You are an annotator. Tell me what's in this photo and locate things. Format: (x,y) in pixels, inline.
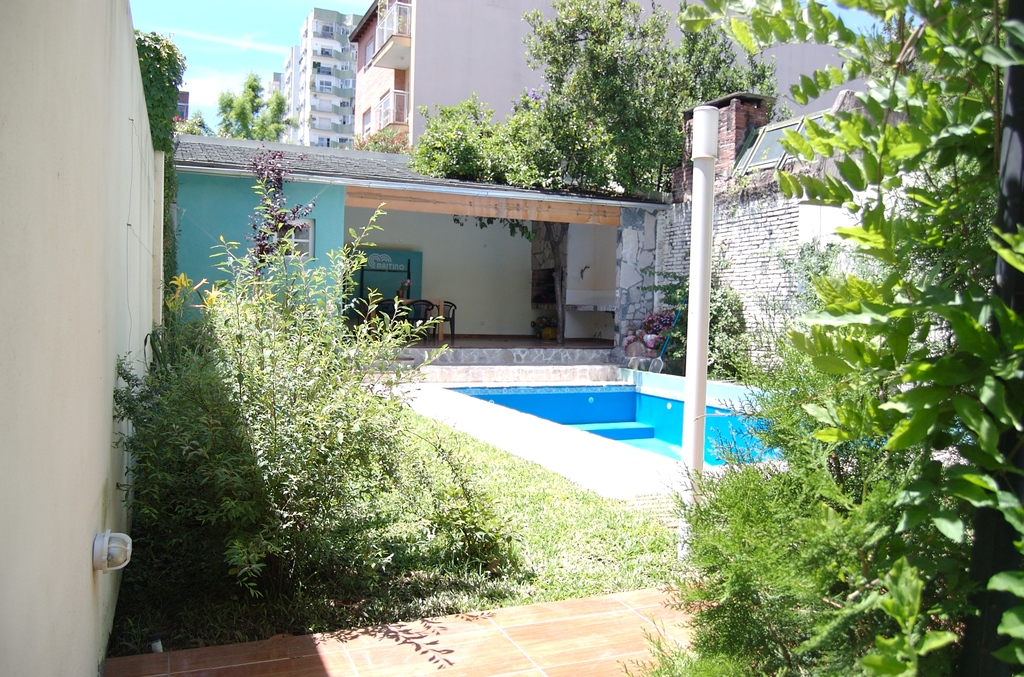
In this picture we can see trees (336,388), pole (708,124), walls (684,255), grass (540,533), chairs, house (339,191) with a window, buildings (329,59), stones (623,333) and in the background (244,36) we can see the sky (255,8).
